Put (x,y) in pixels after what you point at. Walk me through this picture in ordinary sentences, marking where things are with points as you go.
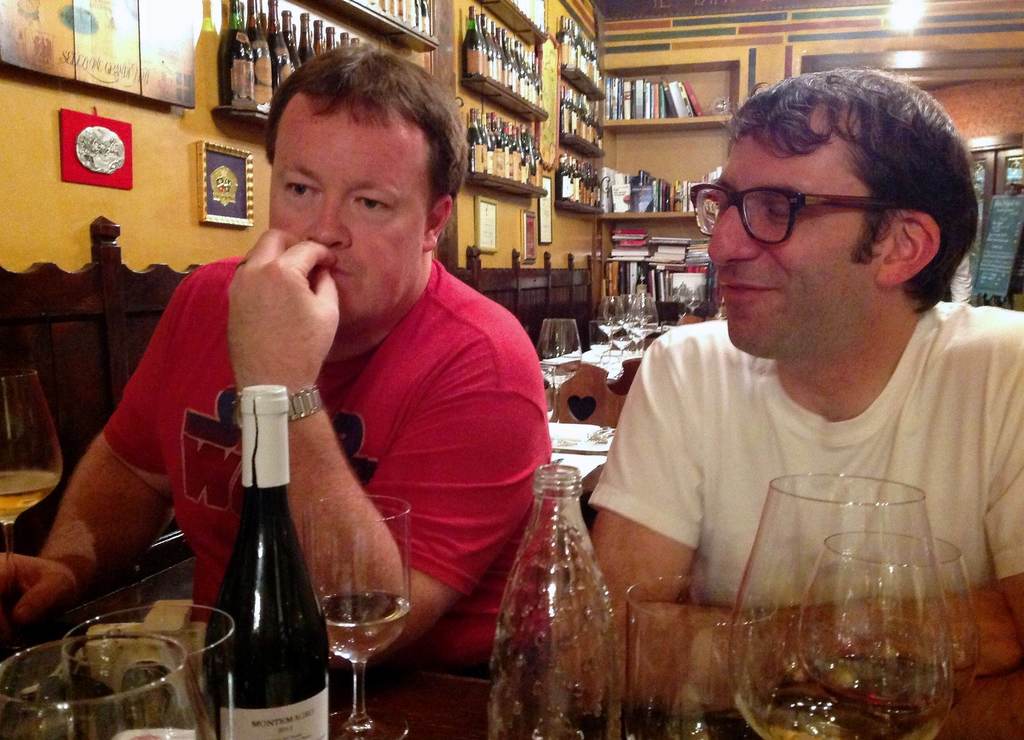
In this picture we can see two men (719,437) are sitting in front of a table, there are glasses (365,633) and bottles (564,674) present on this table (333,682), in the background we can see tables (602,460) and chairs (612,415), we can see glasses (602,337) on these tables (611,363), on the left side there is a wall (478,194), we can see shelves (518,97) and some frames (540,205) present on the wall (525,201), there are some bottles (500,168) and books (641,81) present on these shelves (474,181), there is a light (900,18) at the right top of the picture (898,1).
